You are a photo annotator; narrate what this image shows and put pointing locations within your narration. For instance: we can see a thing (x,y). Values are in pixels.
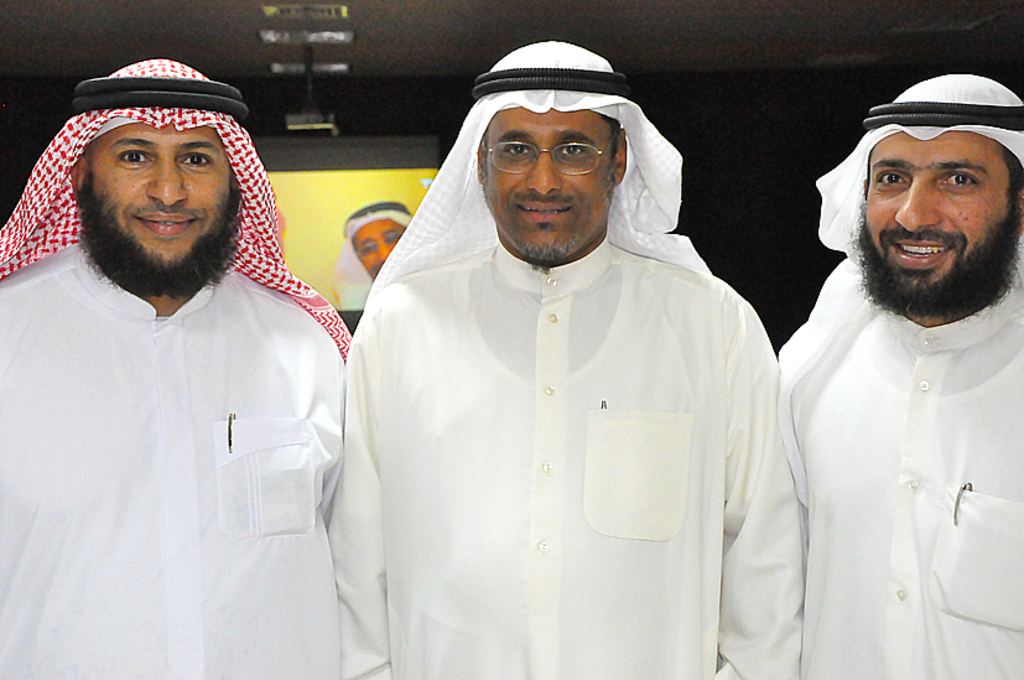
In this image we can see three persons (680,384) standing and smiling. In the background (386,241) we can see the display screen (394,172) and also the ceiling (463,36) with the lights (337,39).
